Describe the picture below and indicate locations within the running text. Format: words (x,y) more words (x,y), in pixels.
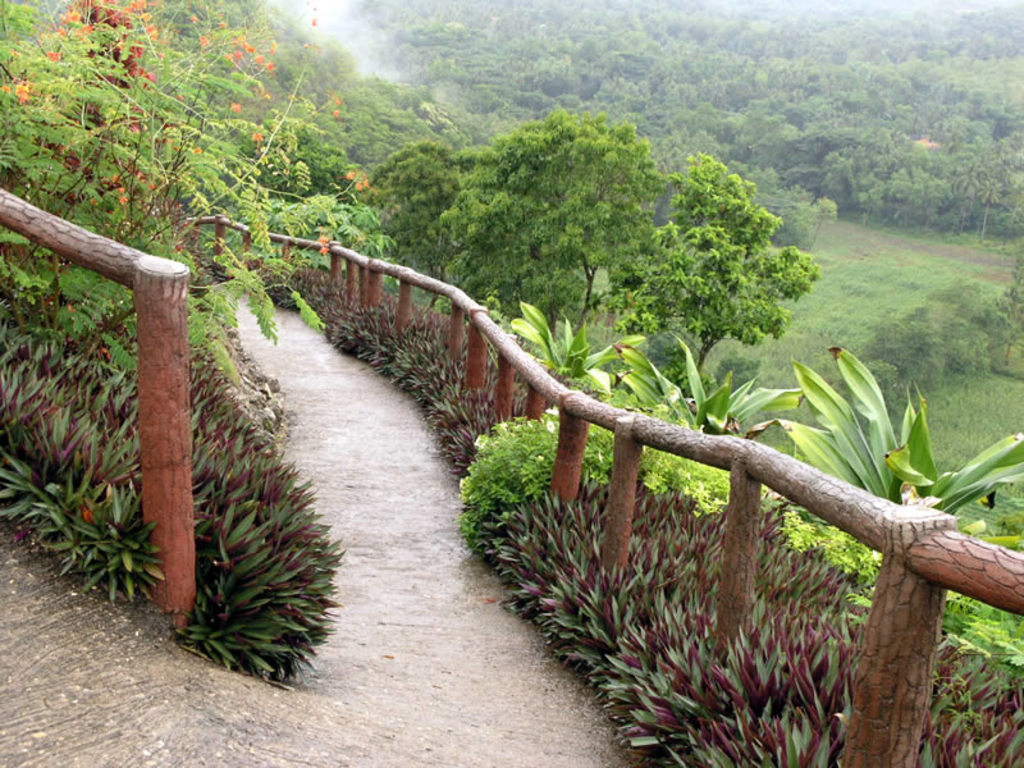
In this image I can see two paths (280,354), few wooden railings (612,528), number of plants (718,742) and number of trees (532,227). On the right side of the image (1008,379) I can see grass (909,273) and on the top side (289,10) I can see the smoke (304,17).
